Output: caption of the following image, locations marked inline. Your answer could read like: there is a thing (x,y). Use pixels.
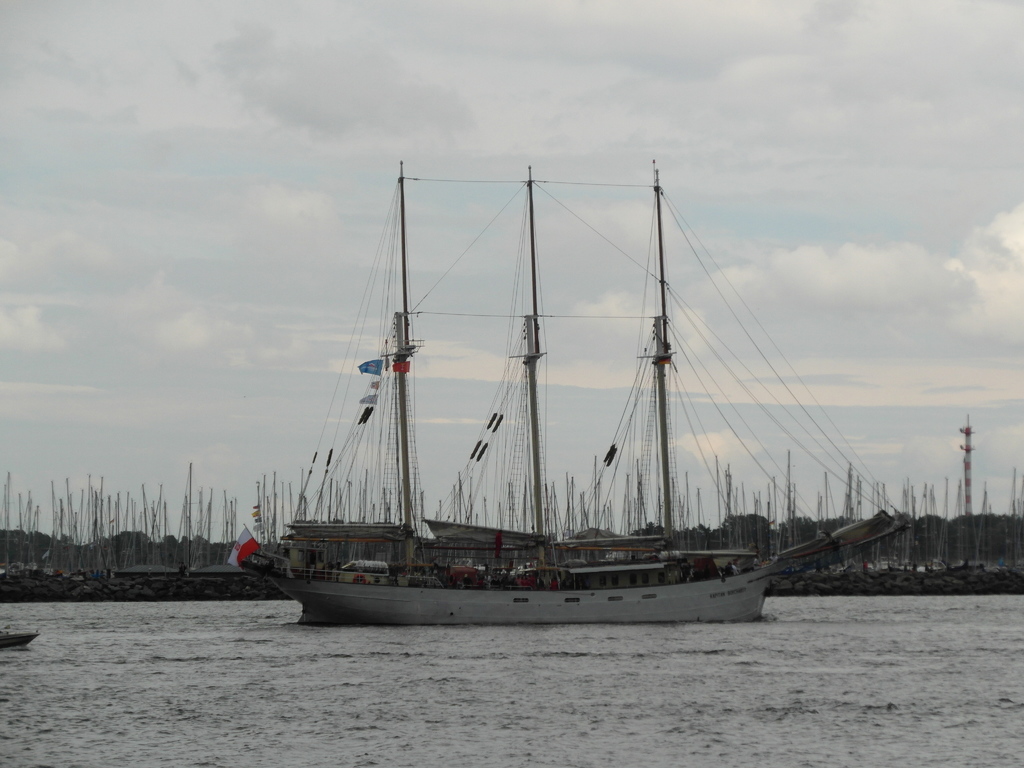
We can see ship (496,601) above the water (203,668) and we can see flag (253,548) and poles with strings (658,489). In the background (952,547) we can see poles (167,507), trees (744,519) and sky (624,282) with clouds (904,247).
